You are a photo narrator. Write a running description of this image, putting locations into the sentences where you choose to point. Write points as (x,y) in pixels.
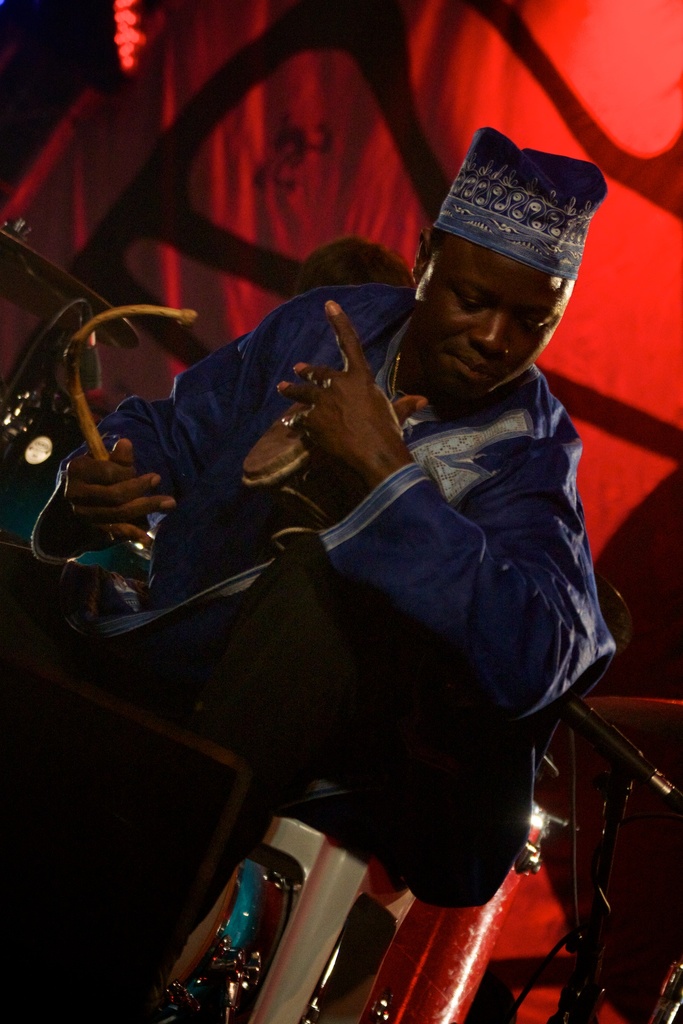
In this image there is a person (372,695) holding a musical instrument (319,506). He is wearing a cap (455,195). He is sitting on a chair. Right bottom there is a mike stand (628,759). Left side there is a musical instrument (3,274). Background (661,376) there is a banner (645,325). Behind him there is a person (358,282).
